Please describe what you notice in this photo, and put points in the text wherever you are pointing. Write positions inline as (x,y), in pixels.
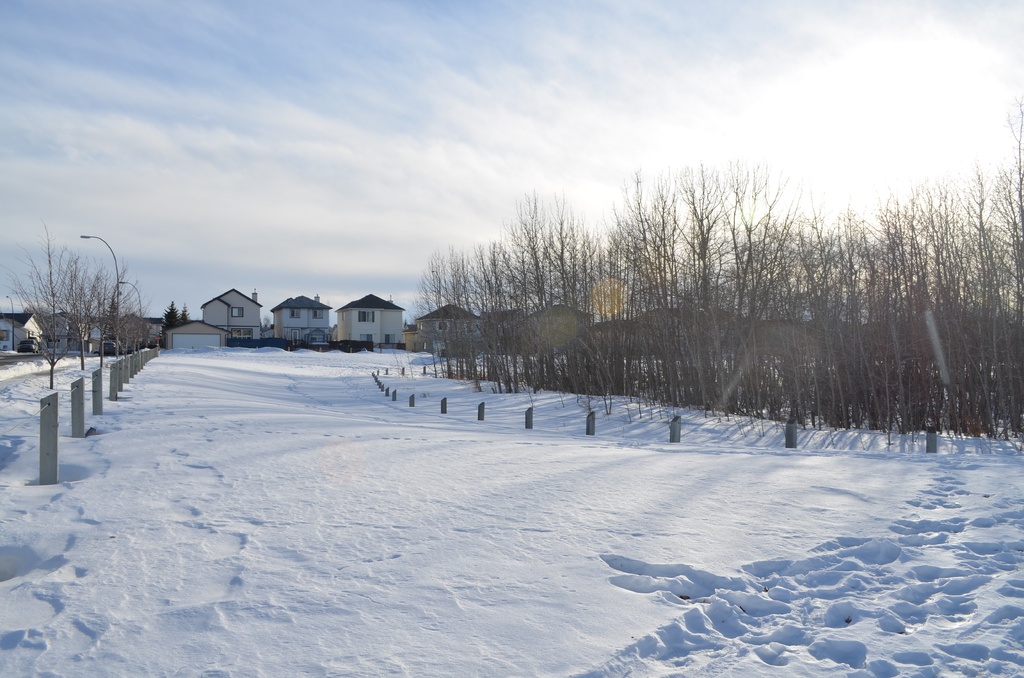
In this image, we can see the ground (363,499) covered with snow (246,471). We can see a few houses (20,332), poles (53,414). There are a few trees (557,383). We can also see a vehicle (27,345). We can see the sky (324,116) with clouds (254,89).
